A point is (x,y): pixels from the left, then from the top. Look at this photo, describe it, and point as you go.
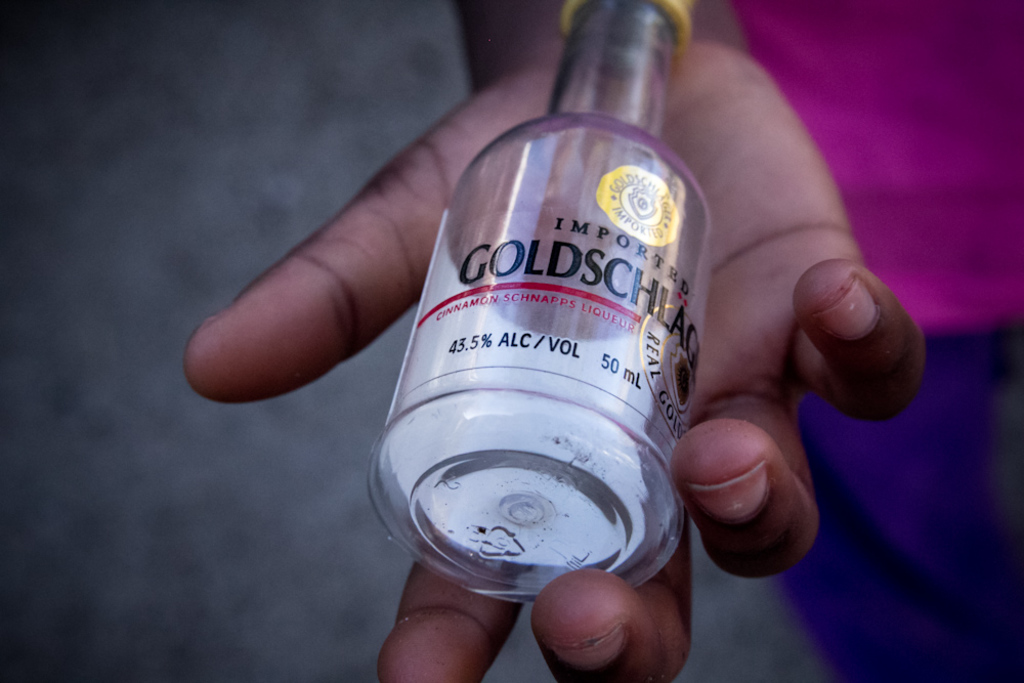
In this image I can see a bottle (464,418) and a brand name (585,248) is written on it. And this bottle (619,265) is holding a person (750,196) with hand (809,251). The person (826,288) is wearing the pink and violet color dress (934,183).
